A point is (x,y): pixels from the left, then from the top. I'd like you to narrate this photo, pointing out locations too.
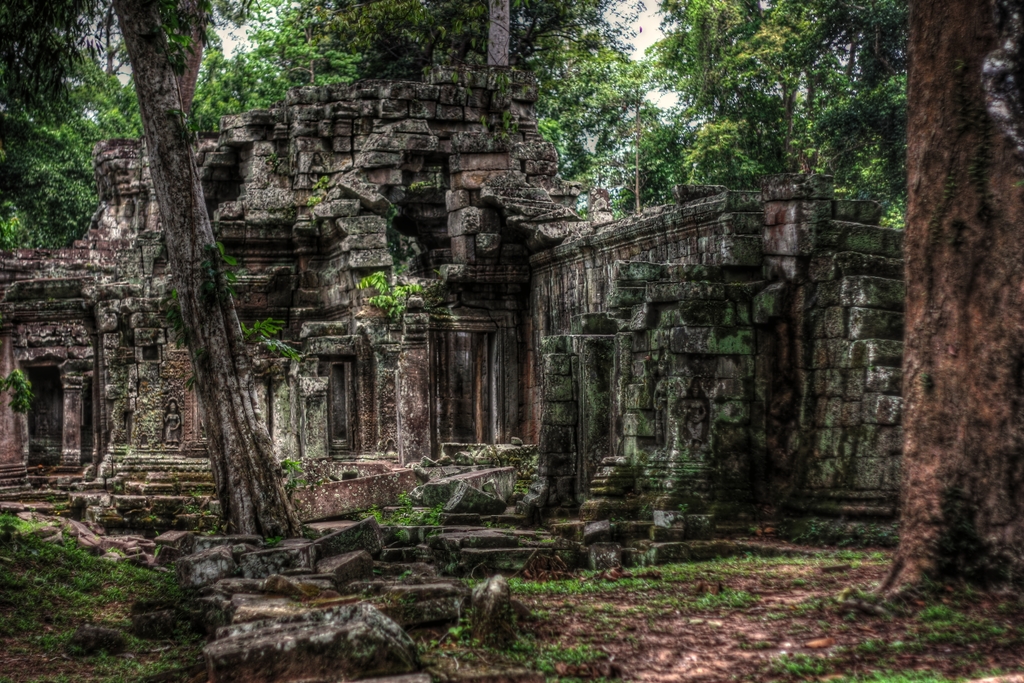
In this picture I can see a monument (493,313), few trees (173,174) and grass (821,671) on the ground (440,646).
